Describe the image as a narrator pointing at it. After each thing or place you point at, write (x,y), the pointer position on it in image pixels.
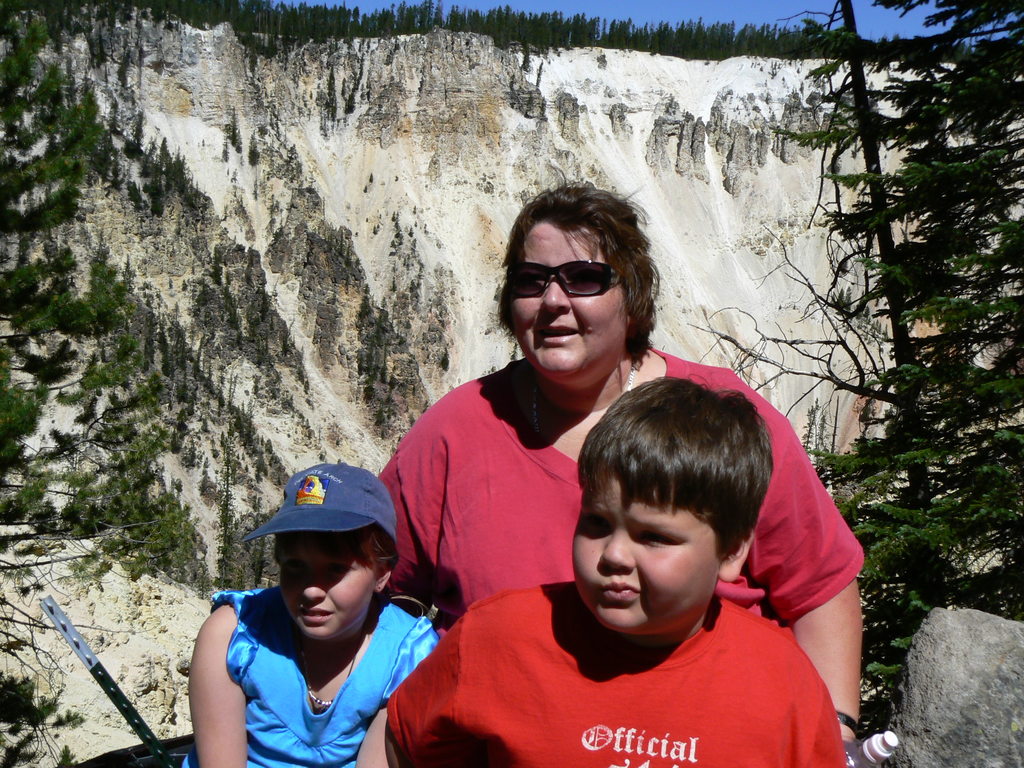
In the image there is a boy (550,645). And also there is a girl (315,513) with cap (300,502). Behind them there is a lady (606,328) with goggles (572,293) and she is holding something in the hand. In the background (328,292) there is a hill (338,220). On the top of the image (42,12) on the hill (692,70) there are trees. And also there are trees (903,648) in the image.
